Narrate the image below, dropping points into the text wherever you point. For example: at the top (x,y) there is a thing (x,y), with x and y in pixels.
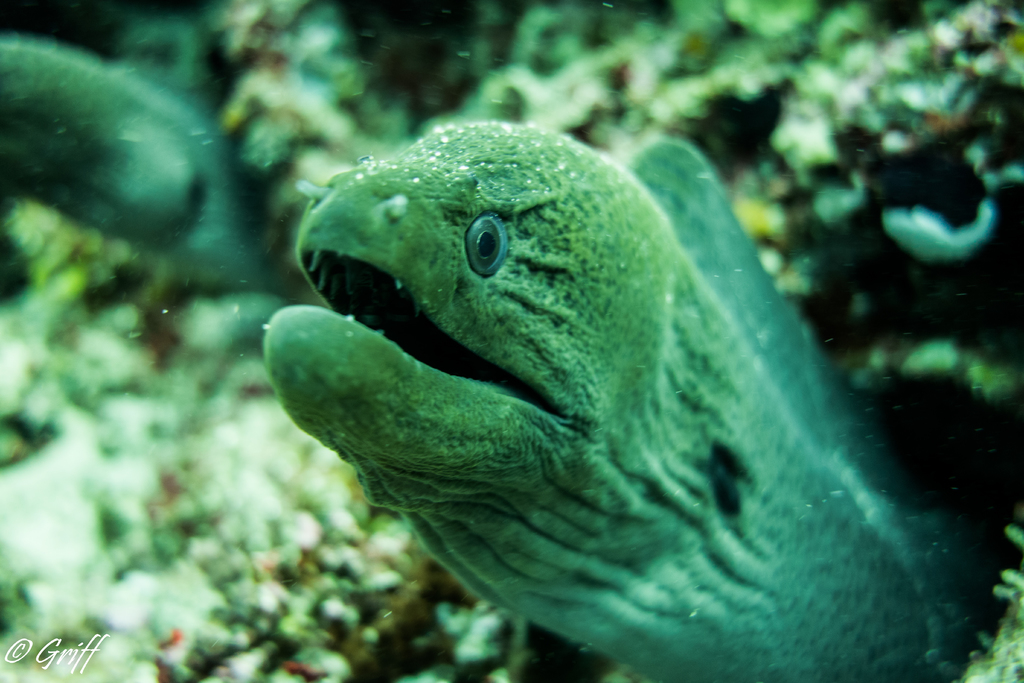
In this image I can see fishes (395,273) in the water (339,456), text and submarine plants (289,528). This image is taken may be in the ocean (422,495).
